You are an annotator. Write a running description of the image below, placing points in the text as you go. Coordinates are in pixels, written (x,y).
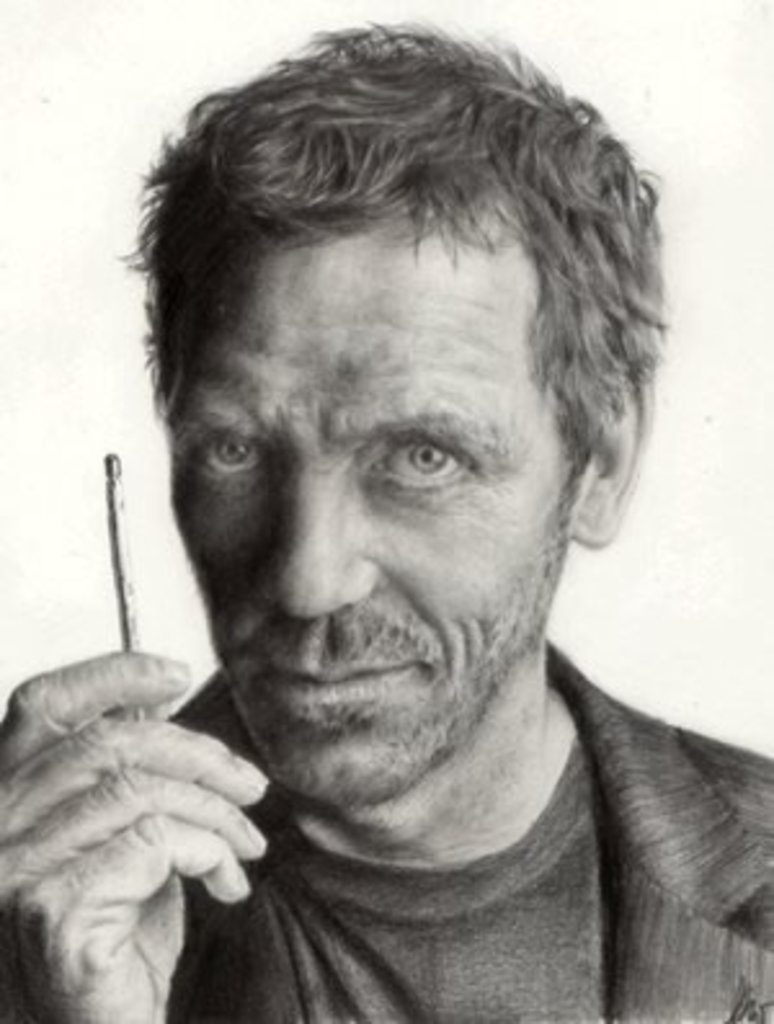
In the picture there is a man (447,666) holding an object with the hand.
